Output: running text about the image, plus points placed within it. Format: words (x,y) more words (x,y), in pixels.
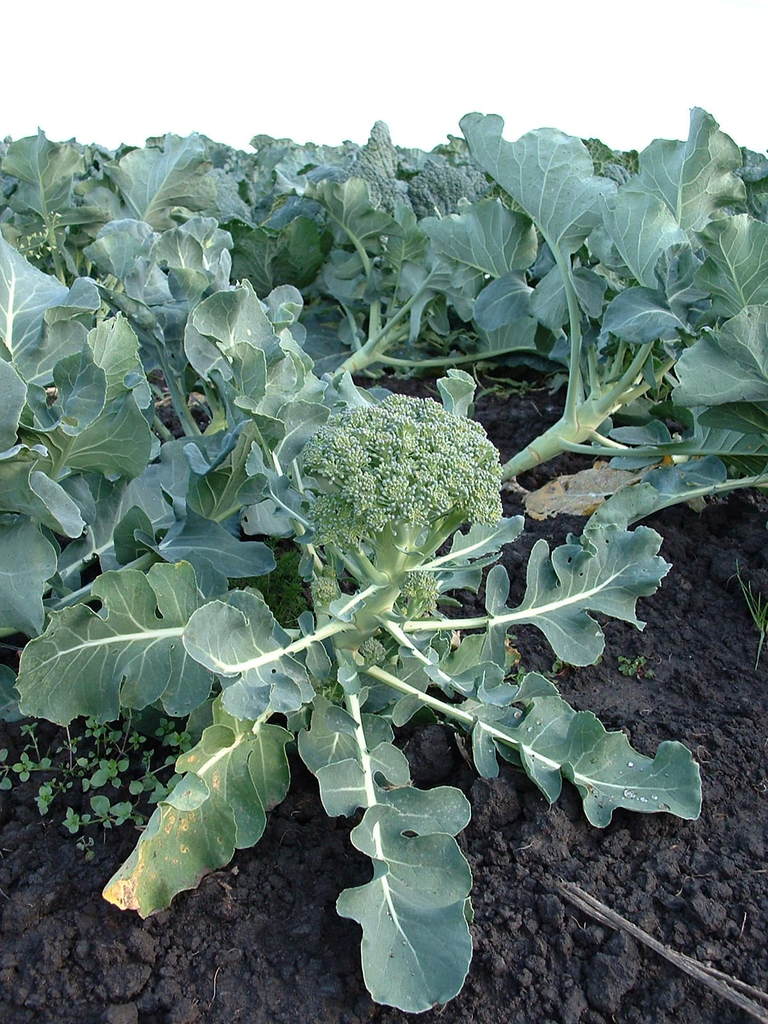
This picture seems to be clicked outside. In the foreground (441,788) we can see the mud (568,913) and we can see the green leaves (210,355) of the plants (547,248) and we can see a broccoli (410,481). The background of the image (158,35) is white in color.
